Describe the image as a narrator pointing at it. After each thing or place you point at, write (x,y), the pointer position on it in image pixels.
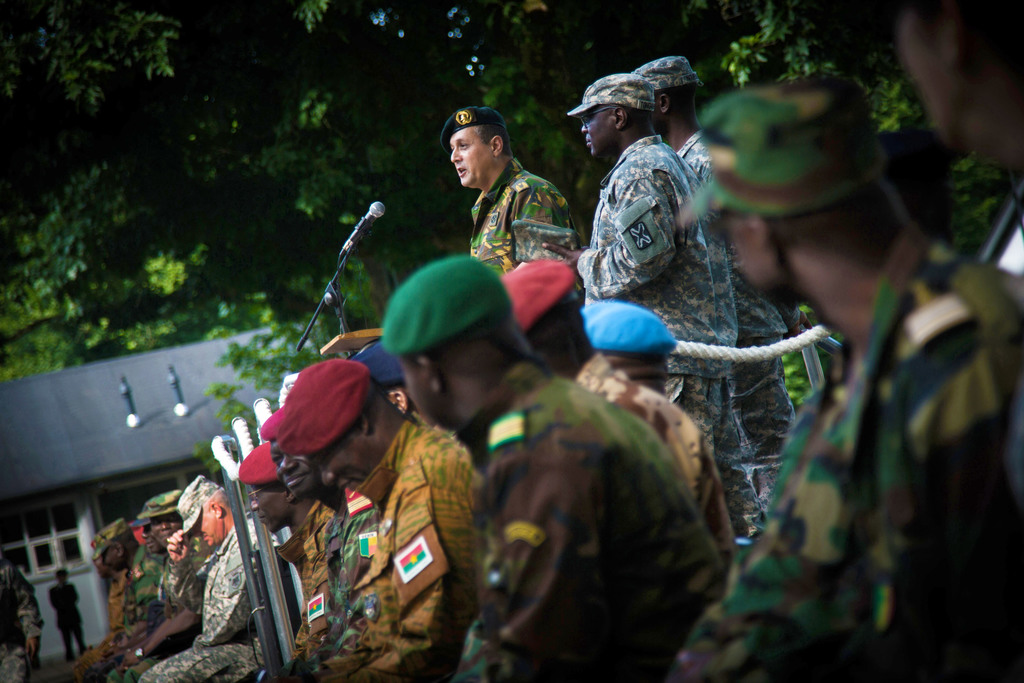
In this picture we can see a group of people (23,591) wore caps (448,280) and sitting and some are standing, ropes (239,440), poles (249,544), mic (368,215), house (168,420) with a window (29,525) and in the background (308,297) we can see trees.
